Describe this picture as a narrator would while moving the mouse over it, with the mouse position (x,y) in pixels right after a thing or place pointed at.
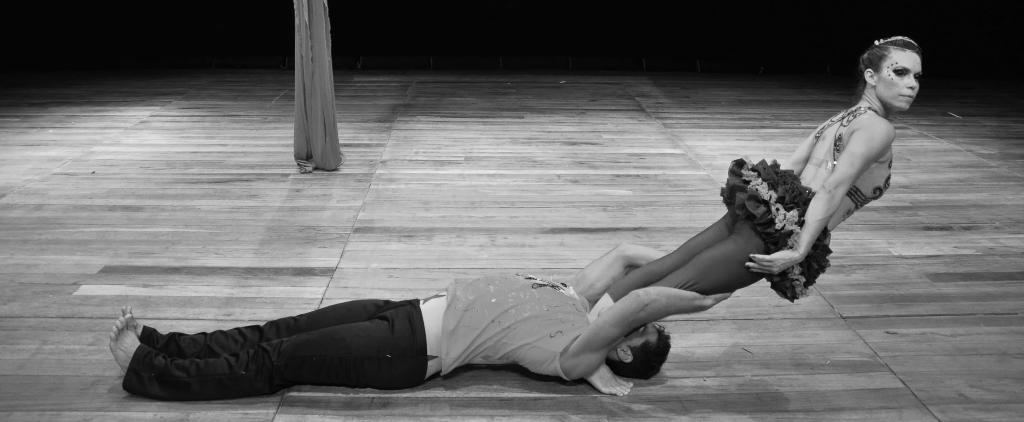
In this image we can see a man (528,273) is lying on the floor (699,196), and holding a woman (815,150) in the hands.
